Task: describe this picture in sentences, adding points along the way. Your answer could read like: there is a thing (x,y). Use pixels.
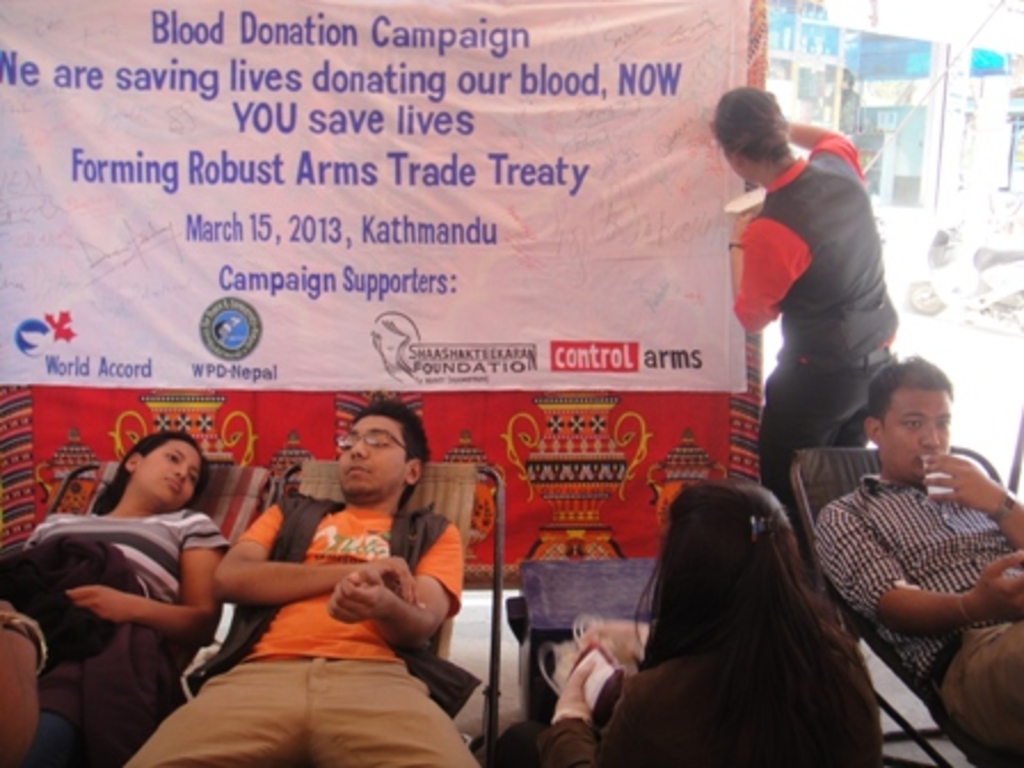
This image is clicked outside. There are 5 people (690,501) in this image. There are buildings (899,150) on the right side (900,168). There is a Banner (233,299) in the middle (513,327), a person (745,255) is writing on that banner (609,361). Other four people (979,637) are sitting.
